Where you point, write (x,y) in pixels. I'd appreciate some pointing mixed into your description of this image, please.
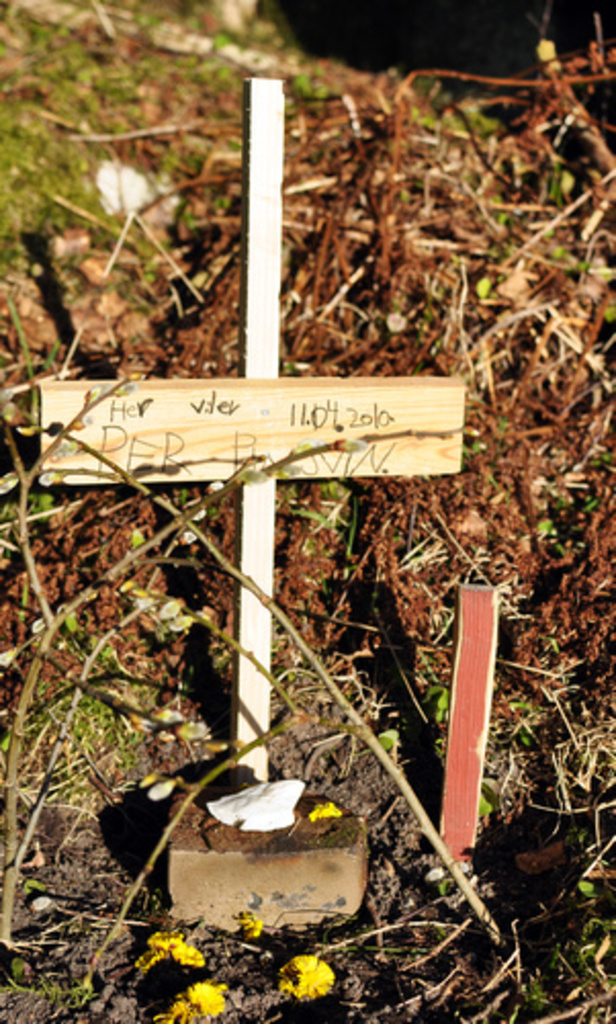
In this image we can see a wood piece (424,416) with some text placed on the pole (260,129). In the background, we can see some dry grass (385,209) and flowers (201,988) on the ground (270,982).
